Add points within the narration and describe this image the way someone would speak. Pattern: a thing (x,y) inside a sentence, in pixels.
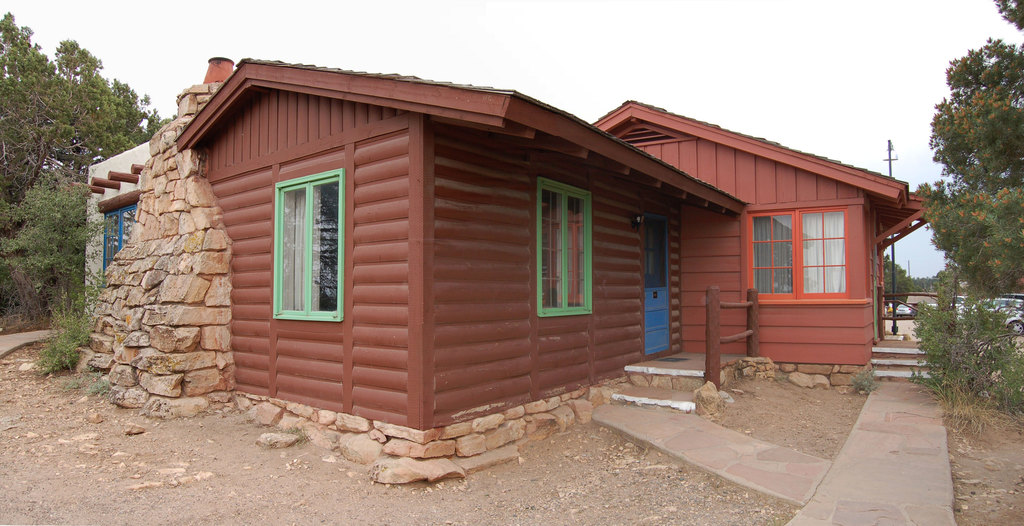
In this image we can see a building (734,202) with three windows (553,276) and a door (665,283) in blue color. To the left side of the image (64,89) we can see a group of trees (31,83). In the background (923,270), we can see the pole (892,287), group of vehicles (1011,323) parked on the ground (1012,341), trees (982,313) and the sky (673,50).
